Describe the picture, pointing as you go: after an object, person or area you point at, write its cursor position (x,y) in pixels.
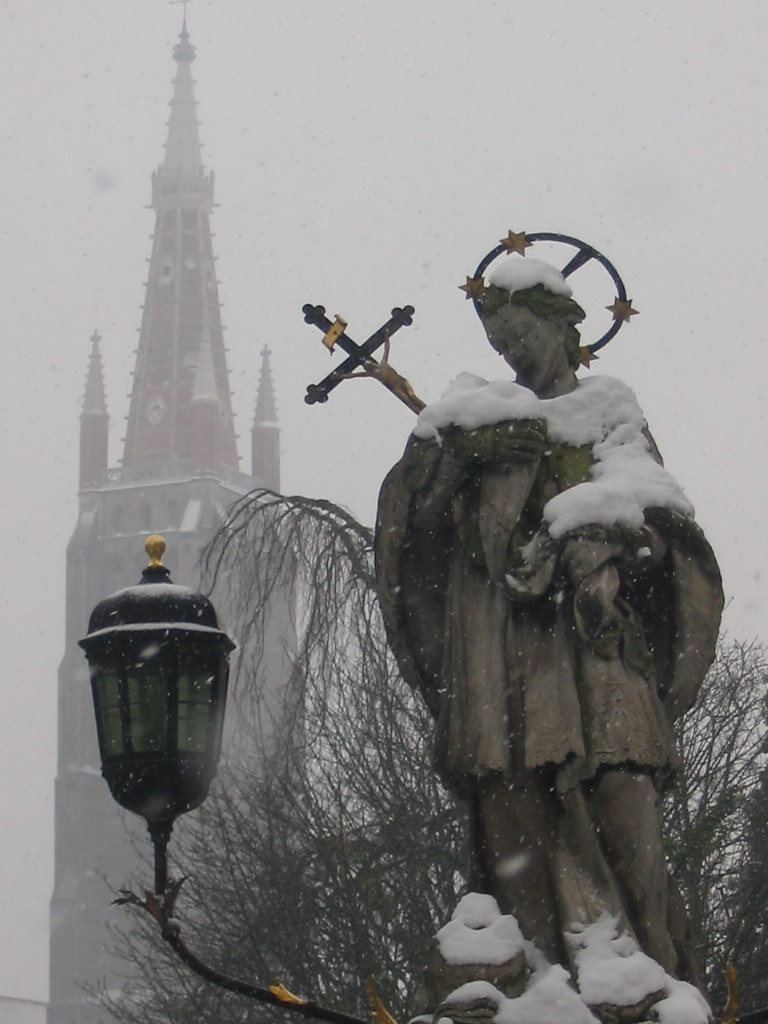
In this image I can see a statue (522,663). I can see the snow (434,429). In the background (155,352) I can see the building (156,340).
